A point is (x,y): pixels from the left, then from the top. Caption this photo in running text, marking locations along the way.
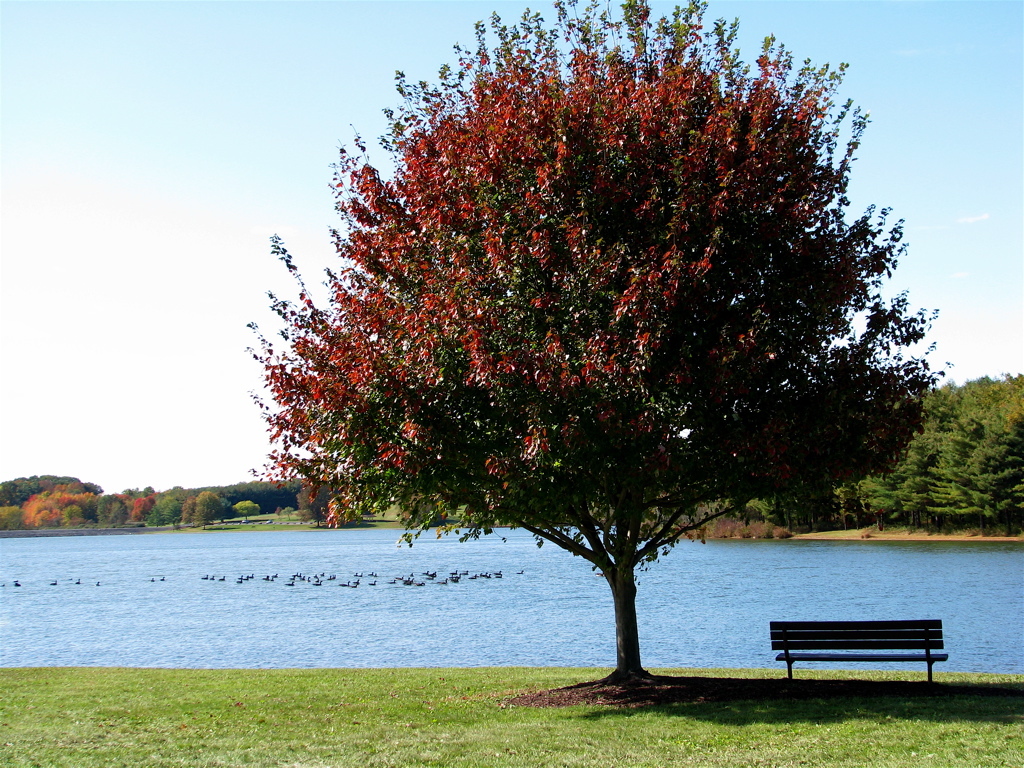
In this picture I can see there is a bench (806,637) on to right (871,660), there is a tree (561,285) and there is a river (358,662) in the backdrop (395,637) and there are few ducks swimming in the river (353,569) and there are few other trees (167,516) and the sky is clear.
